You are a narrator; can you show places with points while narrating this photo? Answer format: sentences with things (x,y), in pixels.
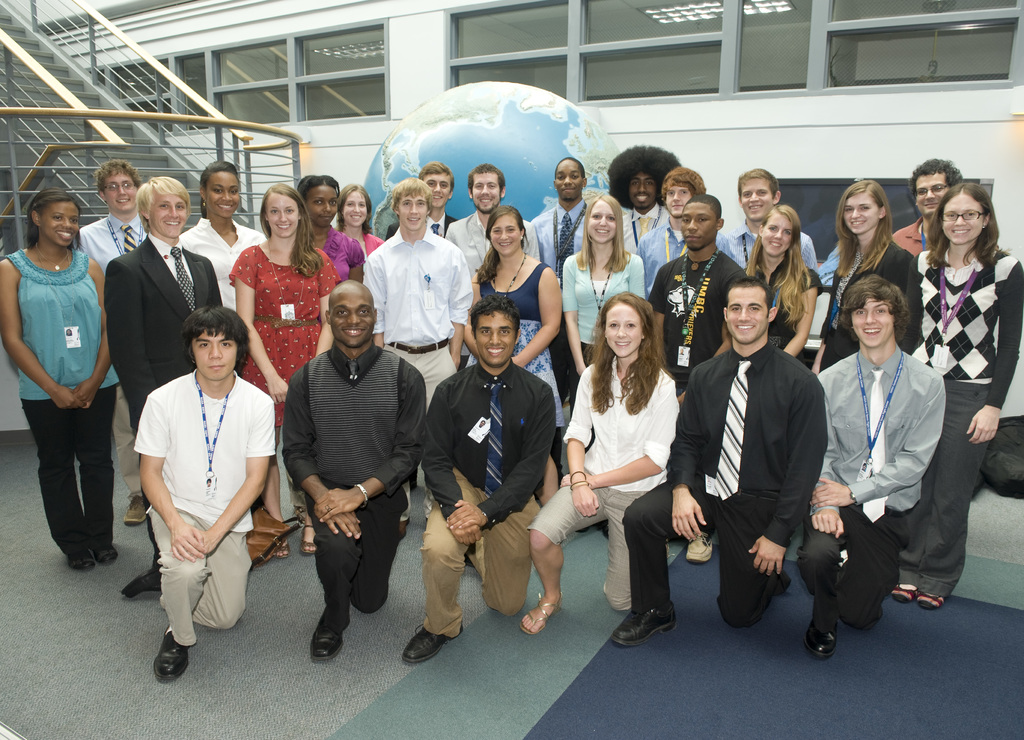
In this image, we can see a group of people (114,330) are smiling. Few are standing and knee down on the floor (704,726). Background (695,143) we can see a wall (633,124), glass windows (741,43), railings (152,147) and stairs (181,160).
